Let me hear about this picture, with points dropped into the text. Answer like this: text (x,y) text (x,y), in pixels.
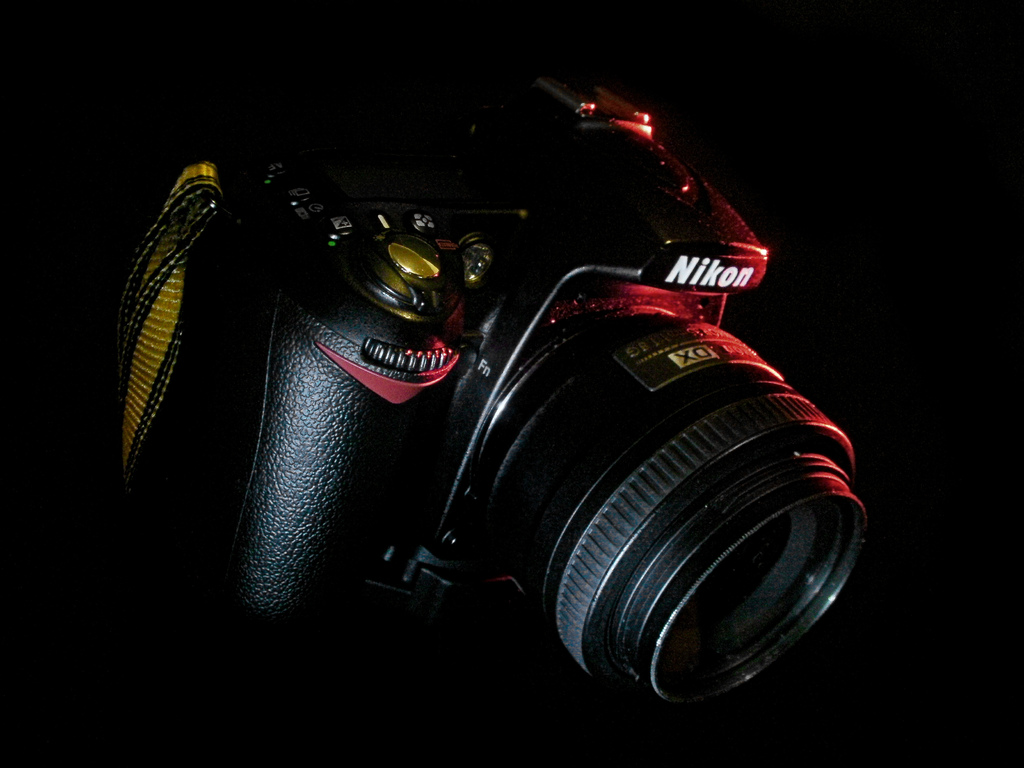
Here we can see a camera (449,582) and there is a dark background (949,649).
